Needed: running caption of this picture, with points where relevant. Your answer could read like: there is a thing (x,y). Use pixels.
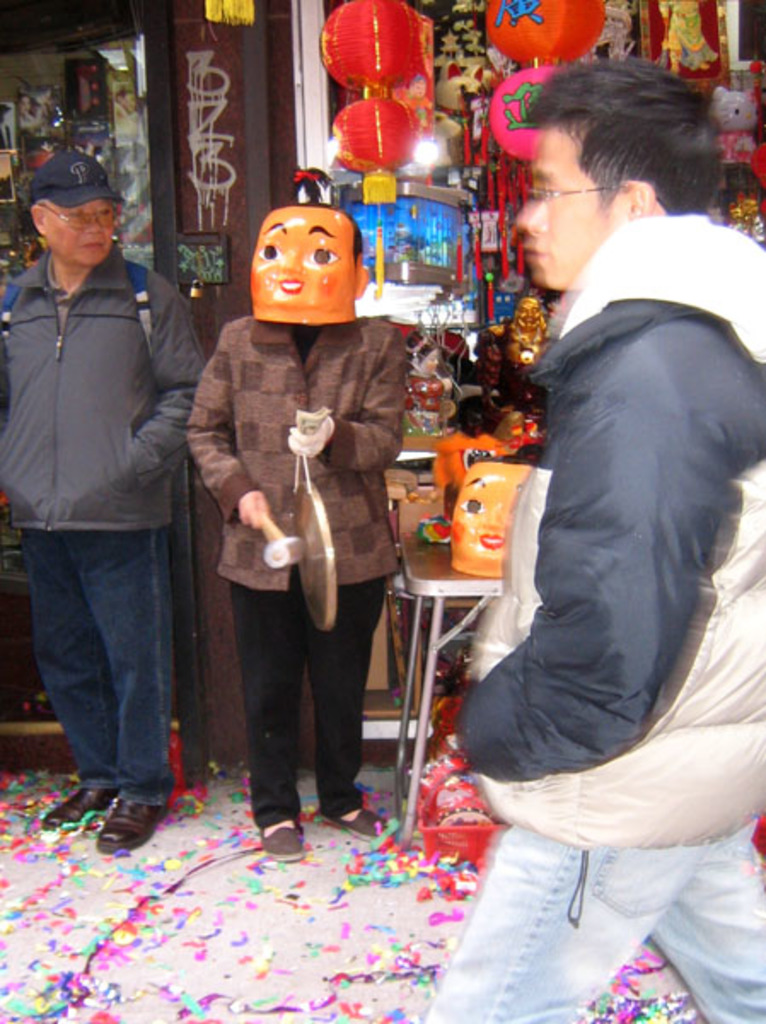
On the right side of the image (657,563) we can see one person (647,527) is walking and he is wearing a jacket (652,408) and glasses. At the bottom of the image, we can see colorful small papers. In the center of the image (382,379), we can see two persons (142,424) are standing. And the right side person (321,403) is wearing a mask (285,283) and holding some objects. And we can see the left side person (125,422) is wearing a cap (66,181), jacket (83,352) and glasses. In the background (334,108) we can see shops (406,89), toys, one stool (465,621) and a few other objects (490,244).
